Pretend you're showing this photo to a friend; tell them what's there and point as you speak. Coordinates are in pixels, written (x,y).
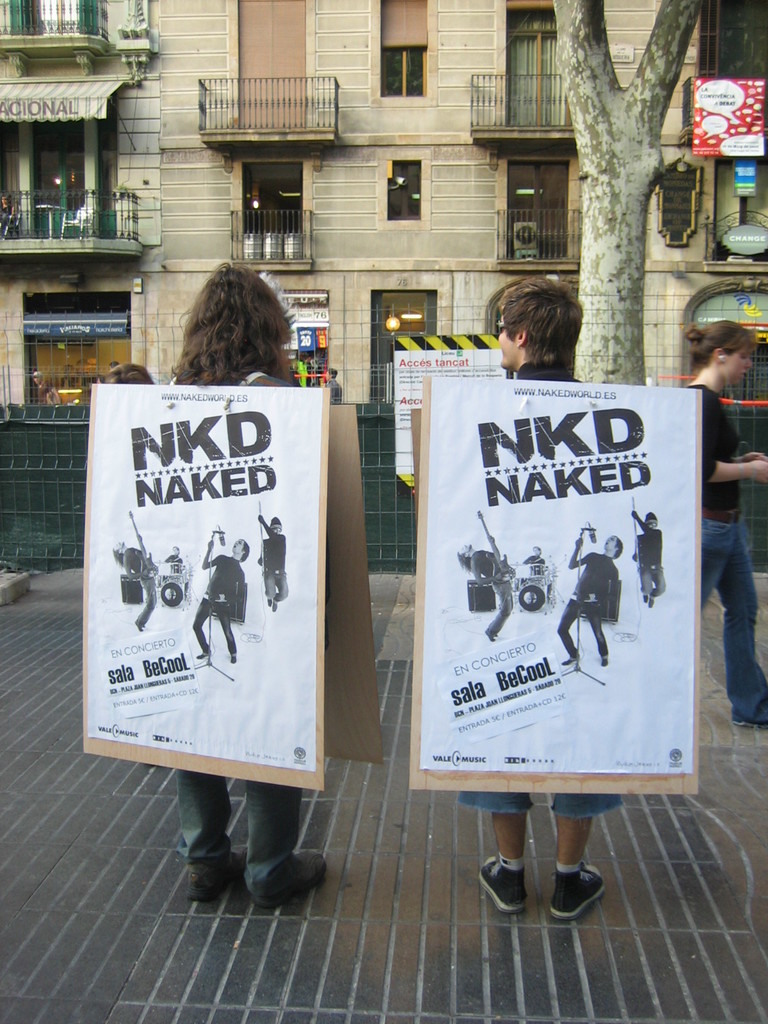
In this image we can see a man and a woman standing on the ground (440,929) wearing the boards (217,469) containing some pictures (217,566) and text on it. On the backside (255,211) we can see a metal fence (754,506), a woman (754,479) standing, the bark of a tree (611,75), a board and a building (498,302) with windows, the railing (307,119) and some lights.
